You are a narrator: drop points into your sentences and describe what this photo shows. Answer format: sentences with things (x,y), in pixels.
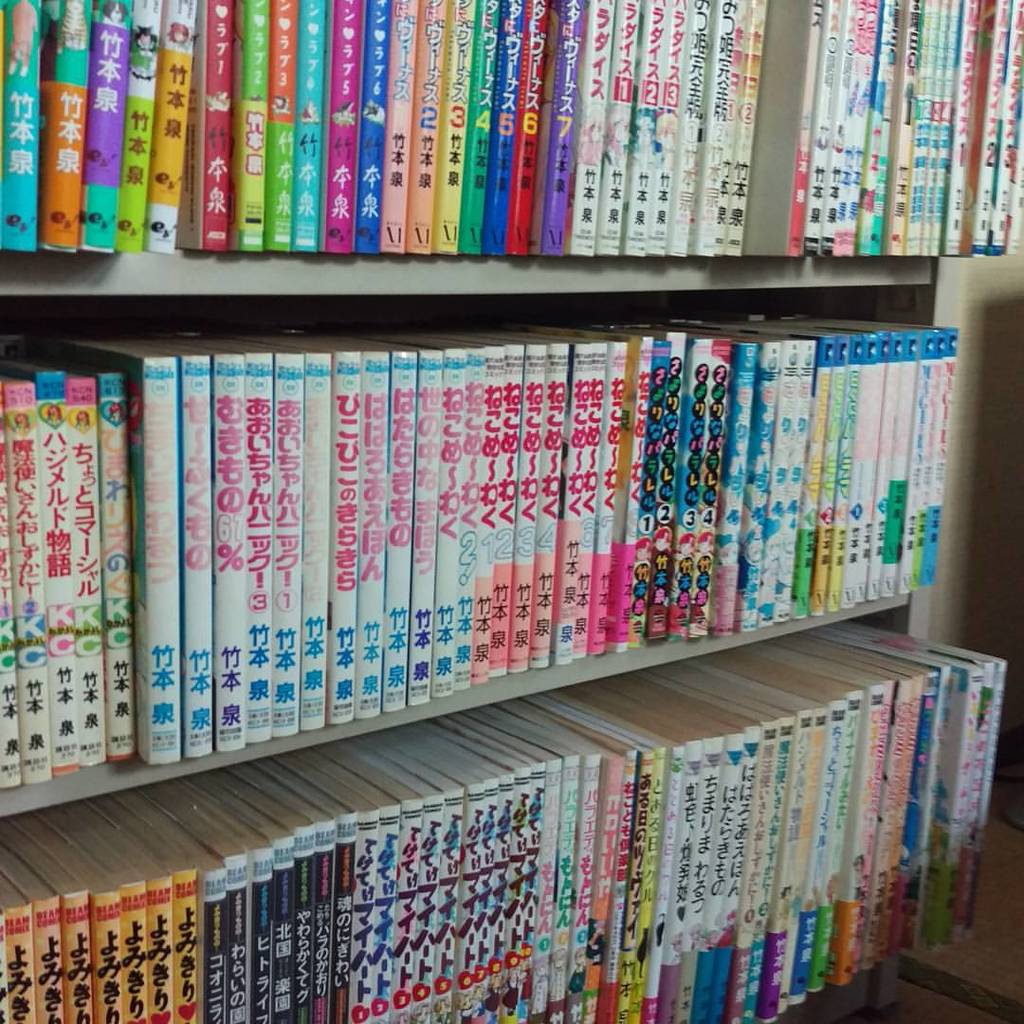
In this image, we can see so many books (536,707) on the racks (589,657). Right side of the image (1001,570), we can see a wall (990,489) and floor (988,893).
